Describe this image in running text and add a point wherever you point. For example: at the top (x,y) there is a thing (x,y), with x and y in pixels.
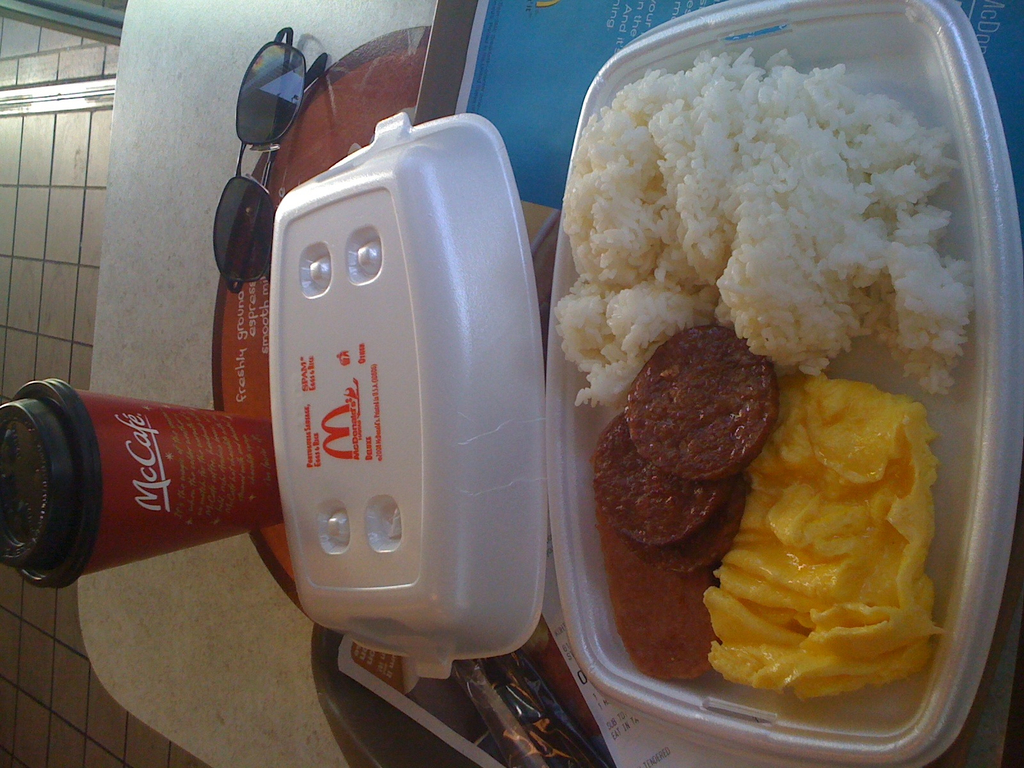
In this image I can see on the right side (994,356) there is the food (850,330) in a plastic plate (852,340). On the left side (268,468) there is a glass (262,479), at the top (251,101) there are spectacles (260,244).
